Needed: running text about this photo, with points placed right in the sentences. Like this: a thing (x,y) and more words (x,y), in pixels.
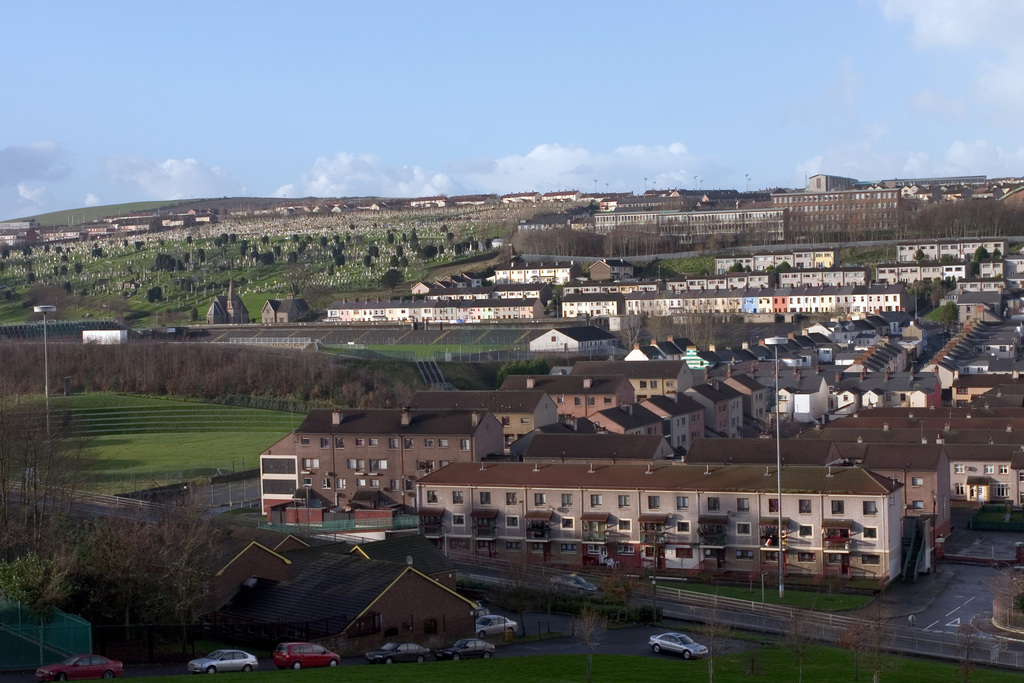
In this image we can see buildings (506,526), trees (730,235), poles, there are vehicles (663,647) on the road (550,650), there is a fencing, also we can see the mountains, grass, and the sky (566,90).
